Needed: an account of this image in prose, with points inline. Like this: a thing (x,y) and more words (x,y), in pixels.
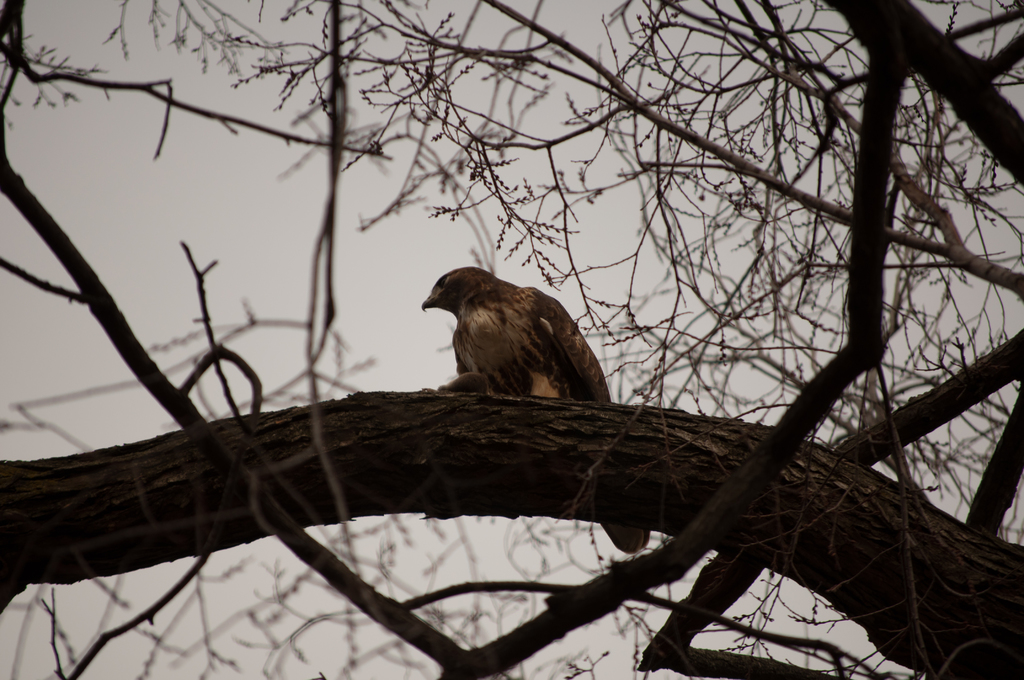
In the image we can see a bird (504,379), sitting on a tree branch (511,415). We can even see the sky (140,211) pale gray in color.
